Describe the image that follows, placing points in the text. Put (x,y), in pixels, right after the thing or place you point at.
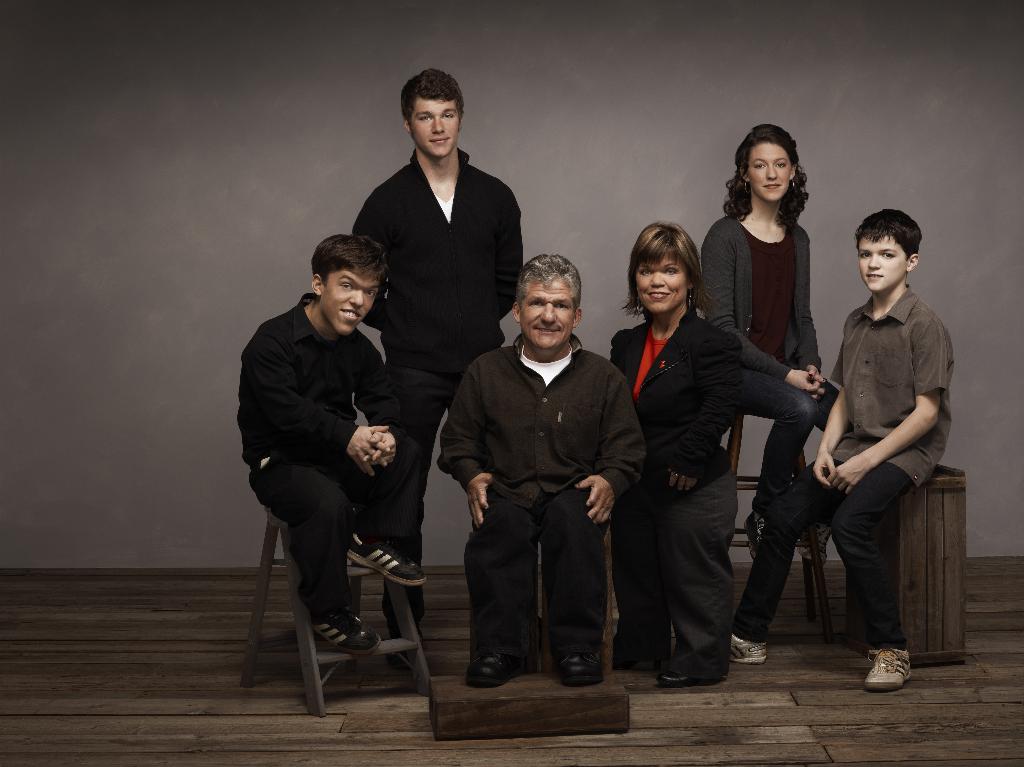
In this image there are some persons (848,365) some of them are sitting, and some of them are standing. At the bottom (234,640) there is a wooden floor (937,677), and in the background (882,190) there is wall (158,495).
